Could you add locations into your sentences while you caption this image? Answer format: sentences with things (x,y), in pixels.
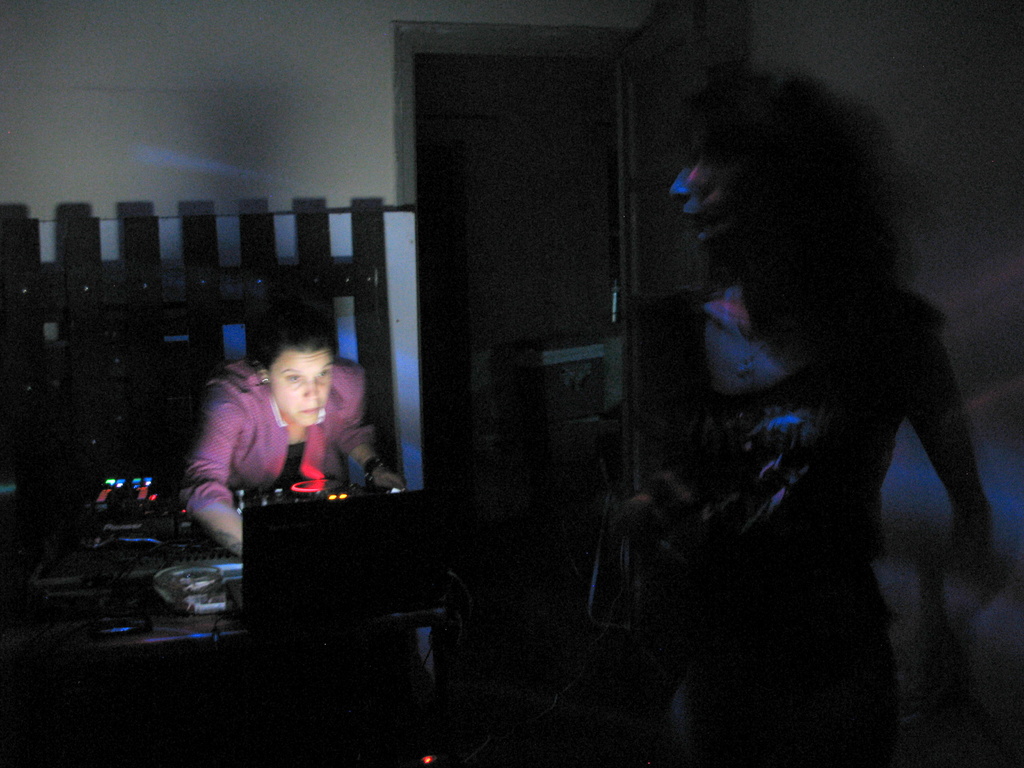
In this image I can see two people (705,376) and to the left (241,623) I can see the table (80,623) and there are many musical instruments (135,562) and laptop (264,570) can be seen on it. In the back (186,167) I can see the wall (143,136).
